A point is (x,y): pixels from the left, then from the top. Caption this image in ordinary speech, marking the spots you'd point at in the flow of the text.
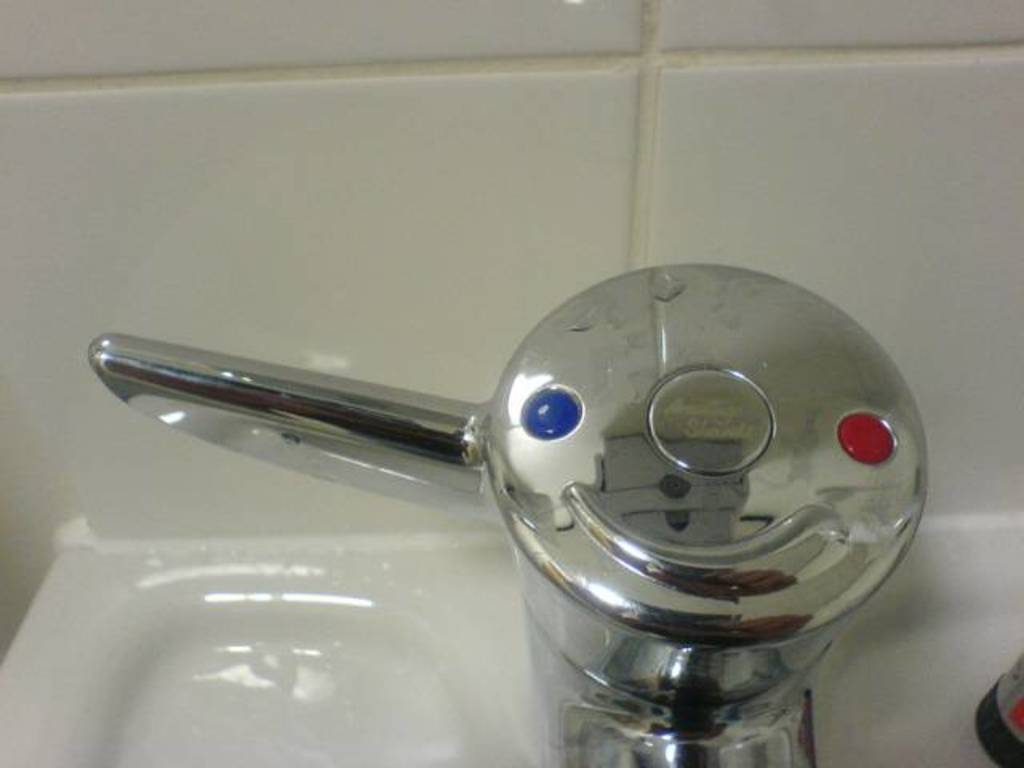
In the background (492,47) we can see tiles (766,78). In this picture we can see the reflection (736,349) on a tap (582,471). We can see the partial part (188,599) of a wash basin (266,608).
